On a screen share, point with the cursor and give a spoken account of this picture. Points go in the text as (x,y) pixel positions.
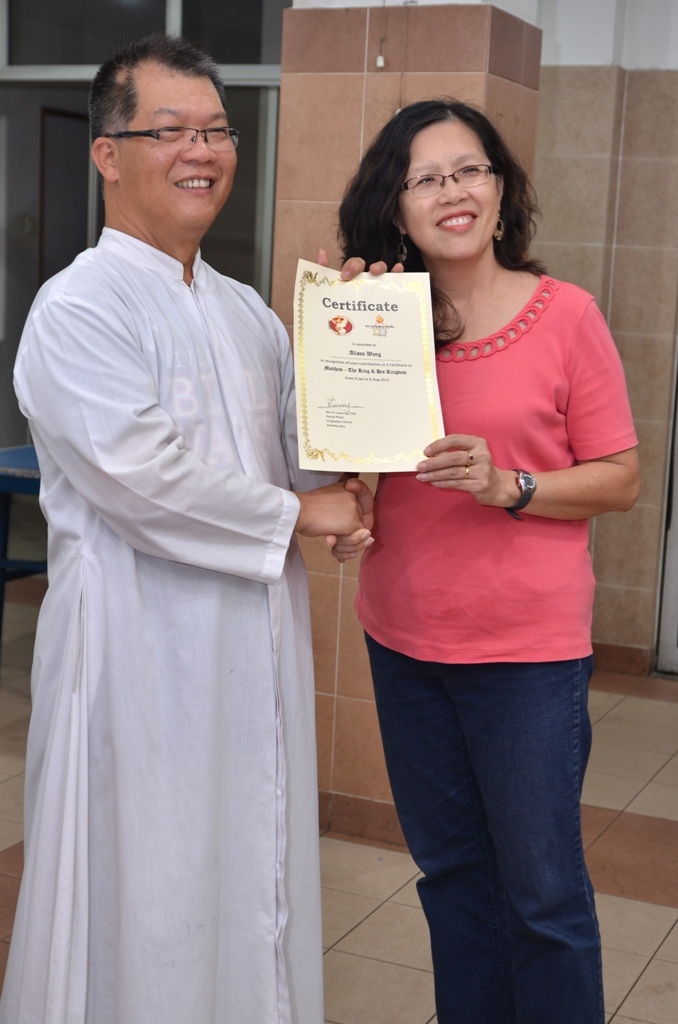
In this image I can see a man (176,424) wearing white colored dress (188,535) and a woman (473,594) wearing pink and blue colored dress (473,594) are standing and holding a certificate (380,434) in their hands (326,254). In the background (336,215) I can see the building (542,90).
